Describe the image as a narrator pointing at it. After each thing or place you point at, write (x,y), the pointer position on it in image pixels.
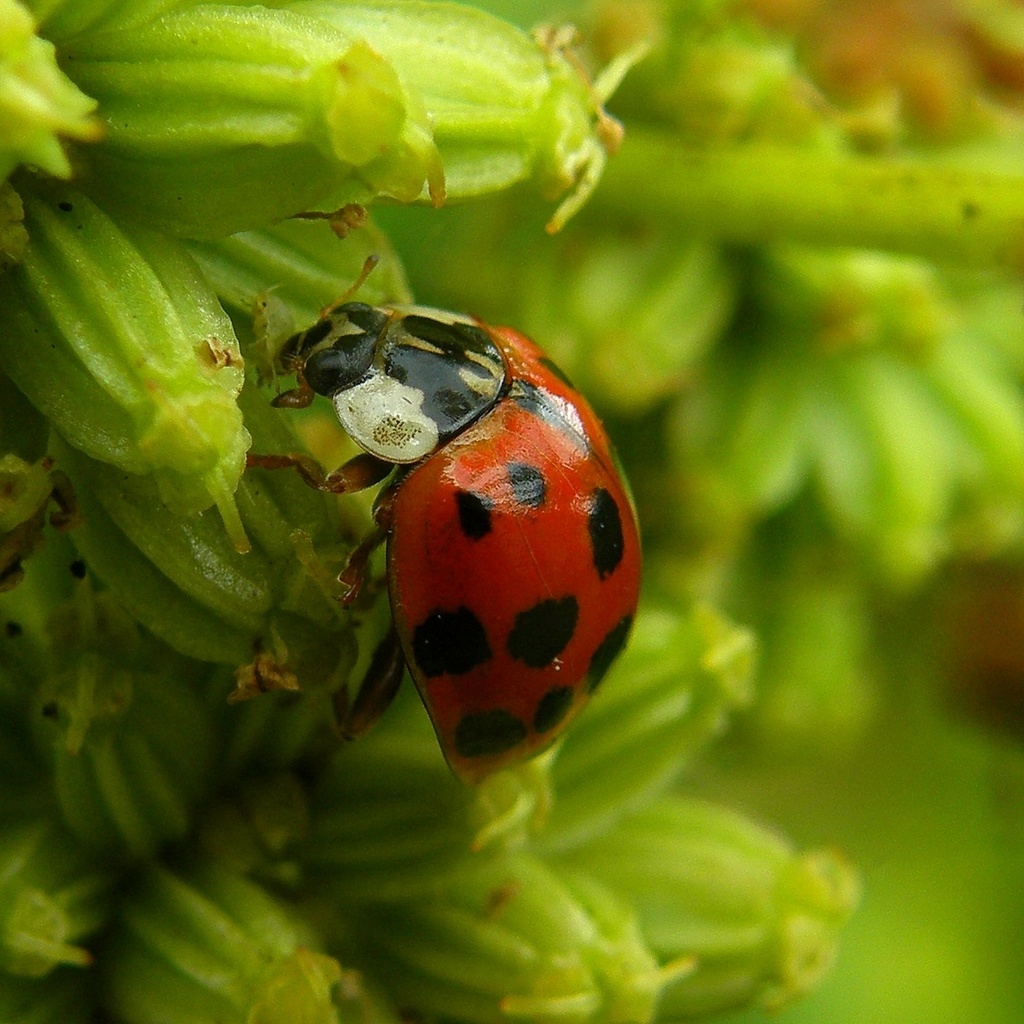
This is a macro photography of an insect (472,556) I can see the background (811,291) in green color and blurred.
